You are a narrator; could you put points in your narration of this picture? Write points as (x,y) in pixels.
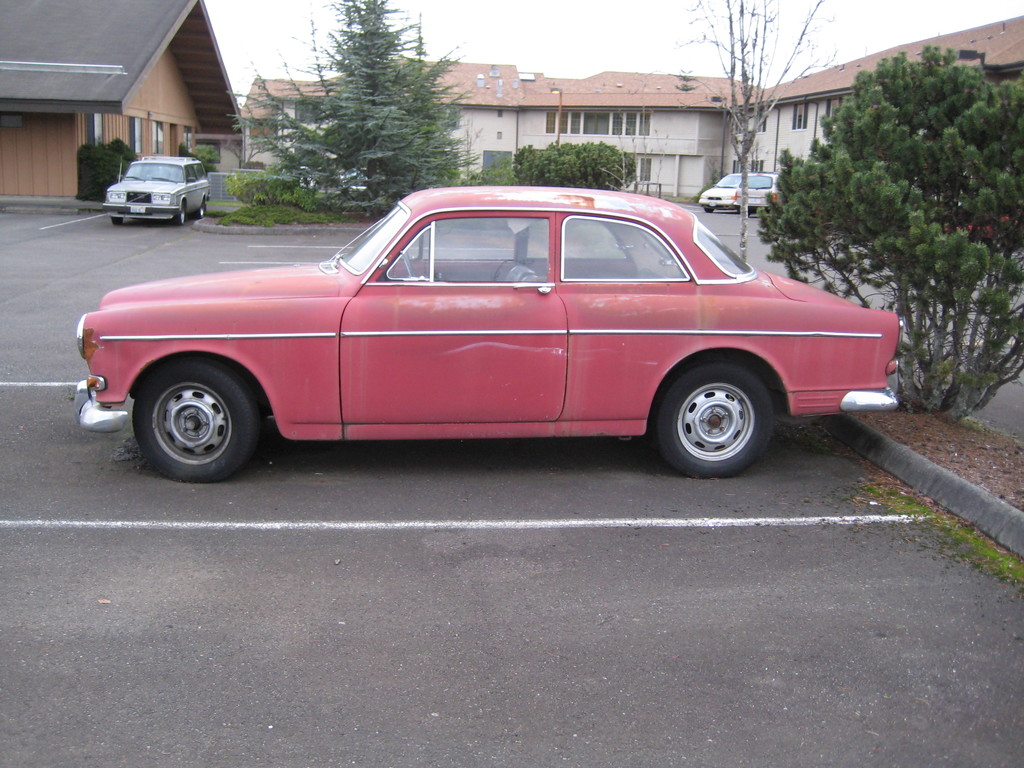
In the center of the image (523,329) there is a car (645,377). In the background of the image (624,165) there are houses (245,161), trees (602,145), cars (724,184). At the bottom of the image (459,606) there is road (467,656). At the top of the image (462,9) there is sky (581,5).
